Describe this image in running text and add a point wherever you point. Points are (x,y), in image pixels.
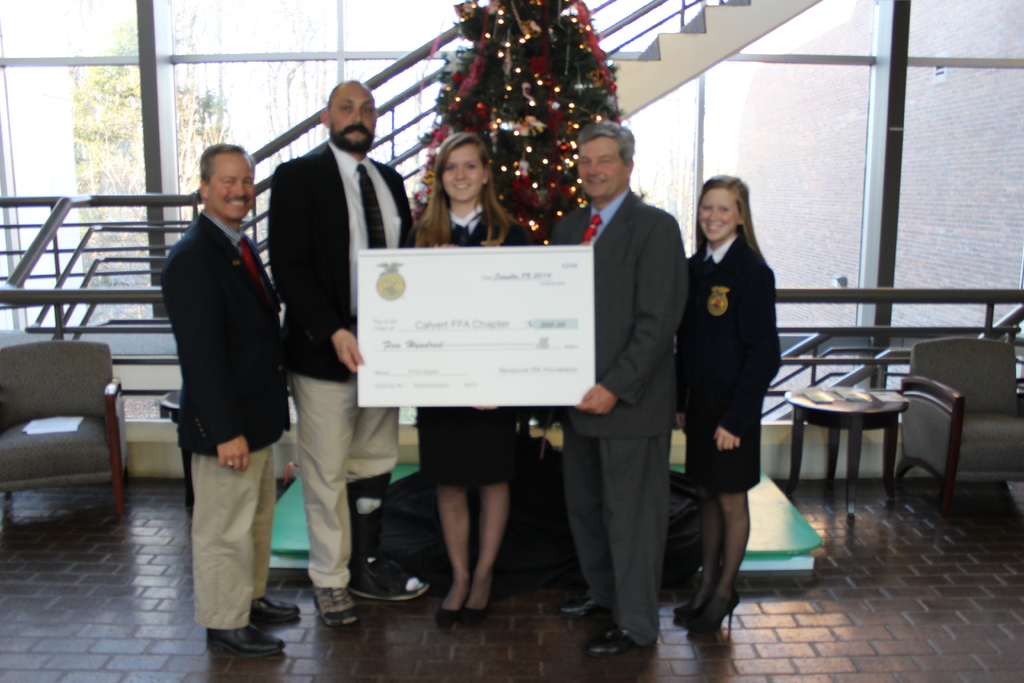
In the image we can see few persons (483,173) were standing and holding certificate (448,341). In the background (760,187) we can see Christmas tree (560,80), staircase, sofa (39,377), table (838,405), glass (800,147), trees (84,112) etc.
